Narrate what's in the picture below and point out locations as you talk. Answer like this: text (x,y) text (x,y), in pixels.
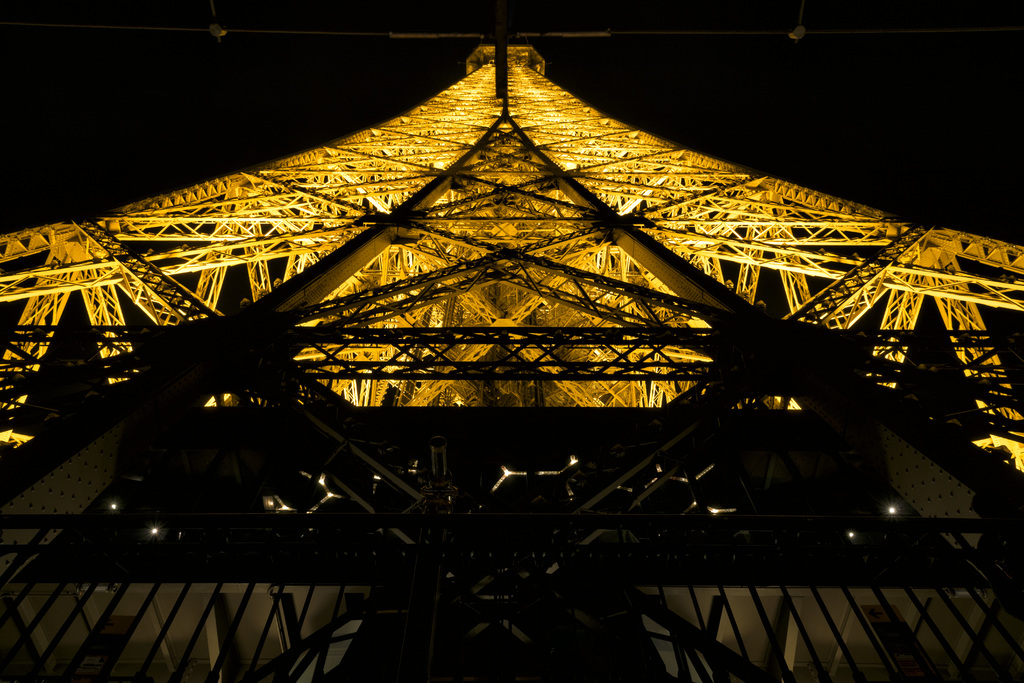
In this image we can see a tower (435,236) and there are lights (371,209).
